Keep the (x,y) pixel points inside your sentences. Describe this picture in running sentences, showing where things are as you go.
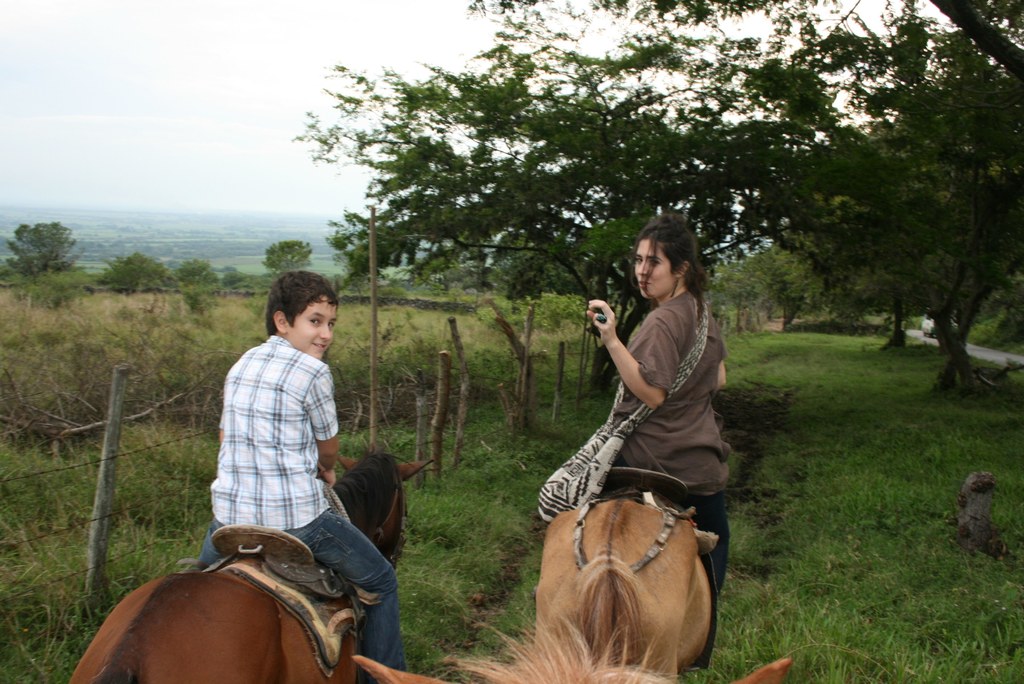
The image is outside of the city. In the image there are two people (307,408) one woman (608,335) and a boy (334,458) sitting on horse (571,542) and riding a horse (646,599). In background (896,50) we can see some trees (547,225) and sky (213,99) is on top (232,85).
